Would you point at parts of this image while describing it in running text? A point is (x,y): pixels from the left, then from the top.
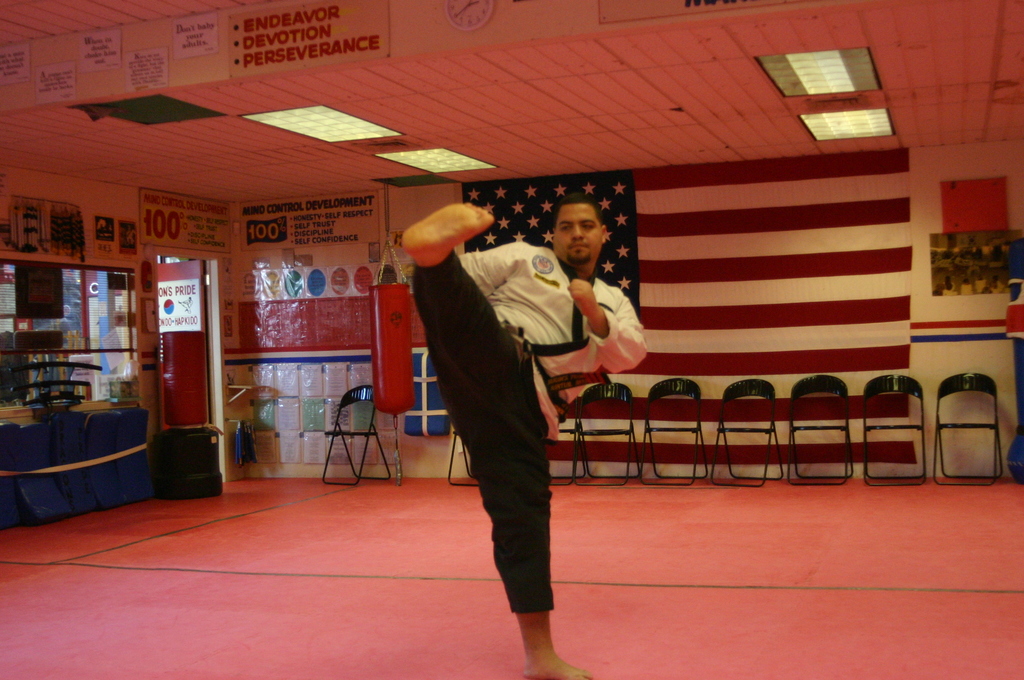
In this image I can see the person (513,370) wearing the white and black color dress (514,384). In the background (716,481) I can see many chairs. I can also see many boards (167,321) and banners (360,219) to the wall (154,334). To the left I can see the blue color objects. I can see the lights (445,163) and few more boards (359,24) and clock (475,8) on the top (361,34).
